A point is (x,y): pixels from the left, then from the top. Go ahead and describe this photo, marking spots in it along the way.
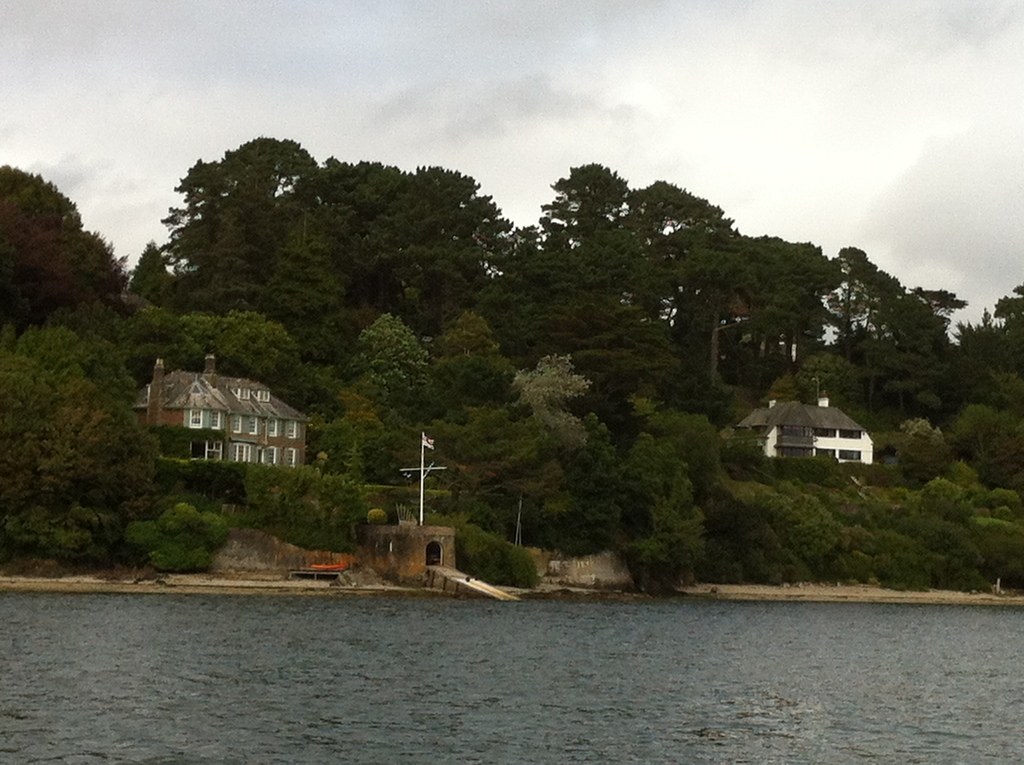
There is a river (499,664) and behind the river (342,701) there's a lot of greenery (572,399) and in between the trees (413,447) there are two houses (803,440) and in the background (56,27) there is a sky (78,159).
